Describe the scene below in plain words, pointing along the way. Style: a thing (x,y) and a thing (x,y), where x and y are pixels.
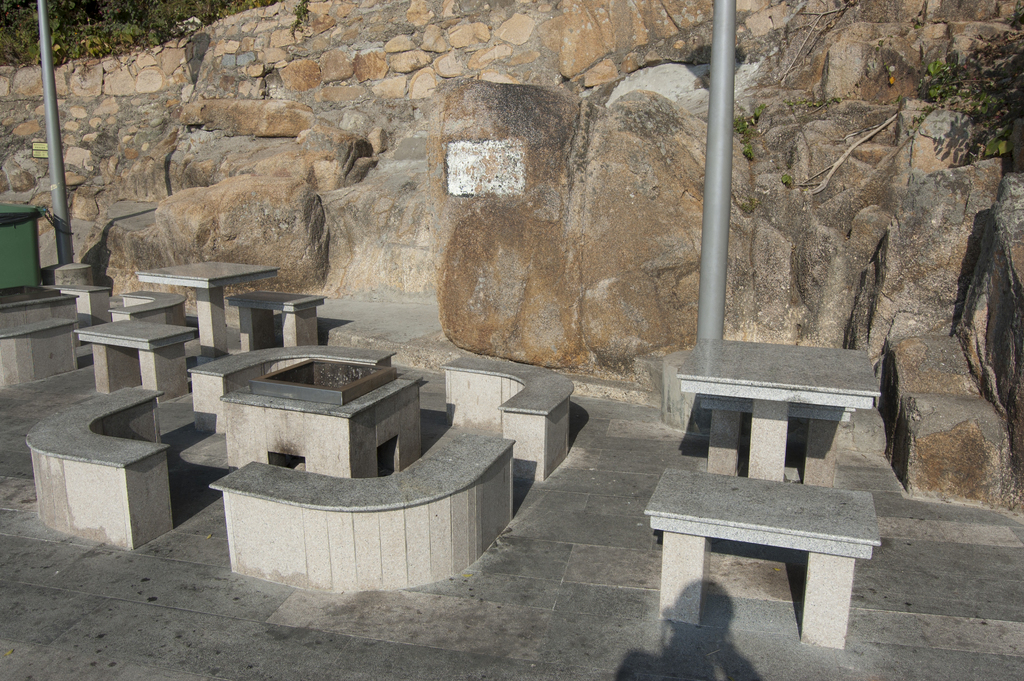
In this image there are concrete benches (392,482) and tables (219,287), behind the benches (249,374) there are two poles (57,168), rocks (480,218) and trees (131,41).
